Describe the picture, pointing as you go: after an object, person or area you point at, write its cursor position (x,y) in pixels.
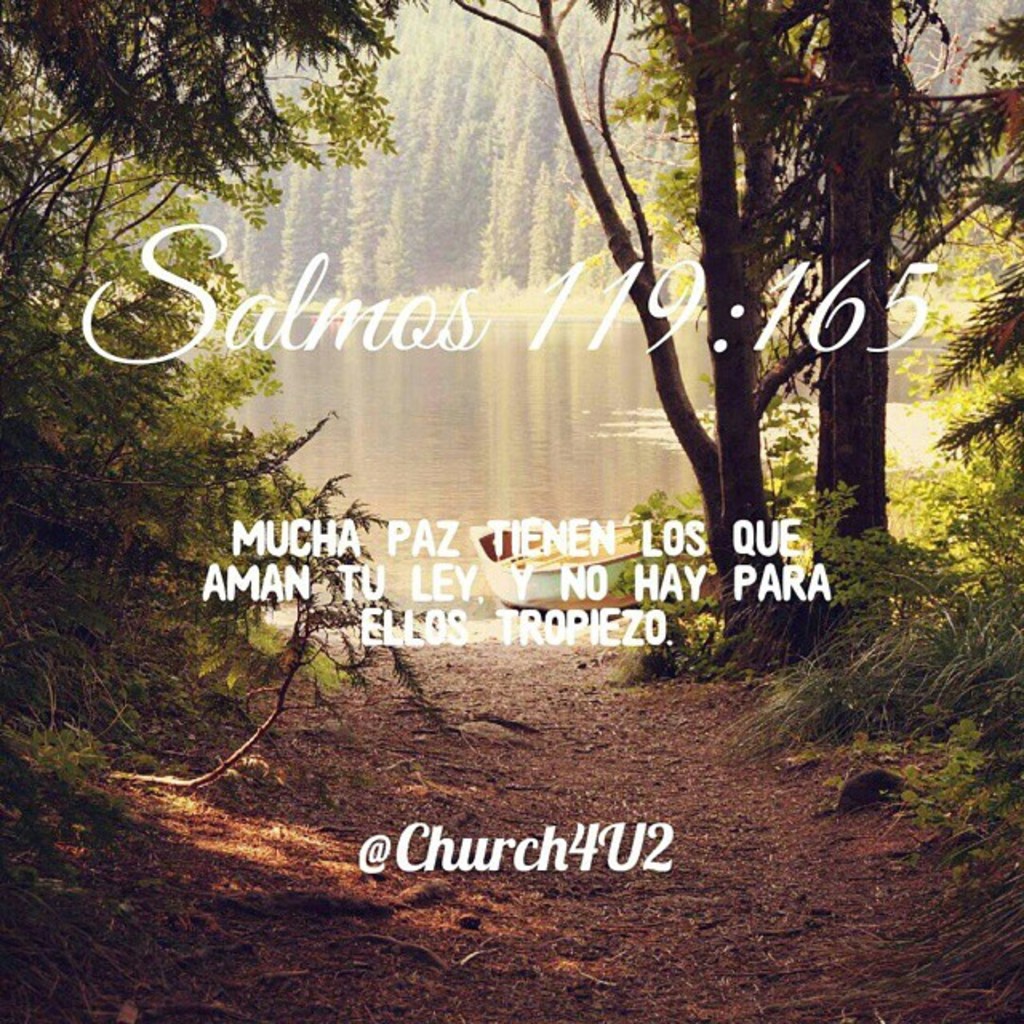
In the center of the image (606,593) there is text (109,288) printed. At the background of the image (447,122) there are trees (379,194). At the bottom of the image (637,954) there is soil (287,958). There is water (394,399) in the image.
